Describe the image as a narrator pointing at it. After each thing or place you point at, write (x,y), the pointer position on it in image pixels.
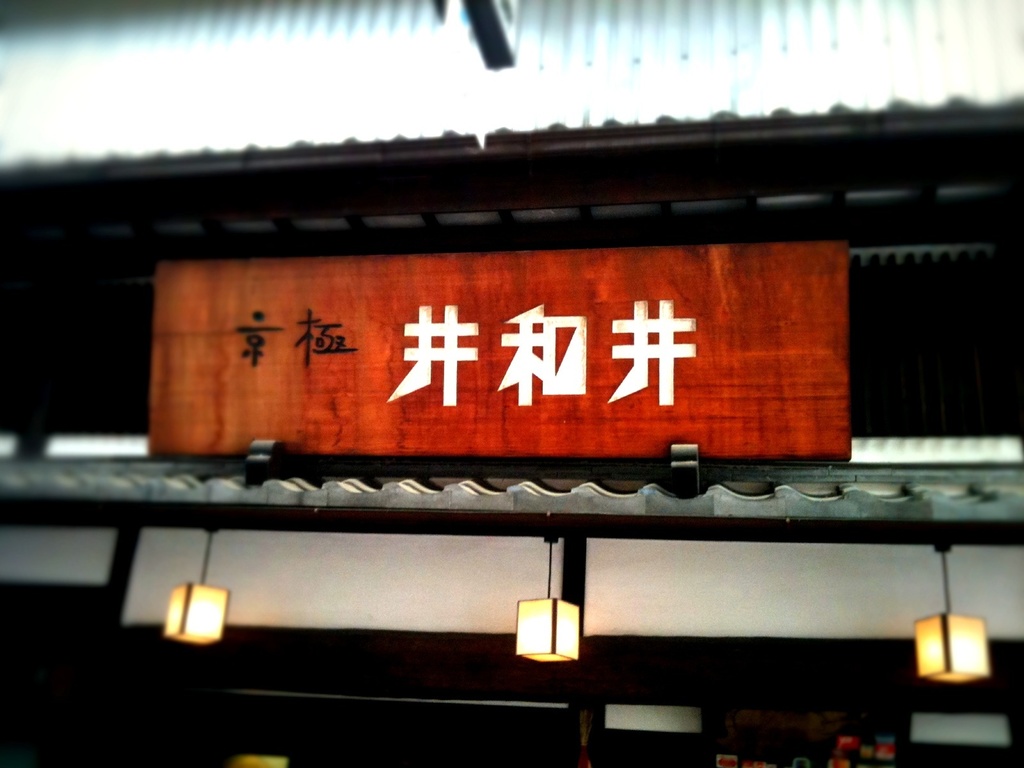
In this image, we can see the shed (138,344) and a board (280,311) with some text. We can see the wall (588,602) and some lights (921,654). We can see some objects (757,763) at the bottom (800,763).
